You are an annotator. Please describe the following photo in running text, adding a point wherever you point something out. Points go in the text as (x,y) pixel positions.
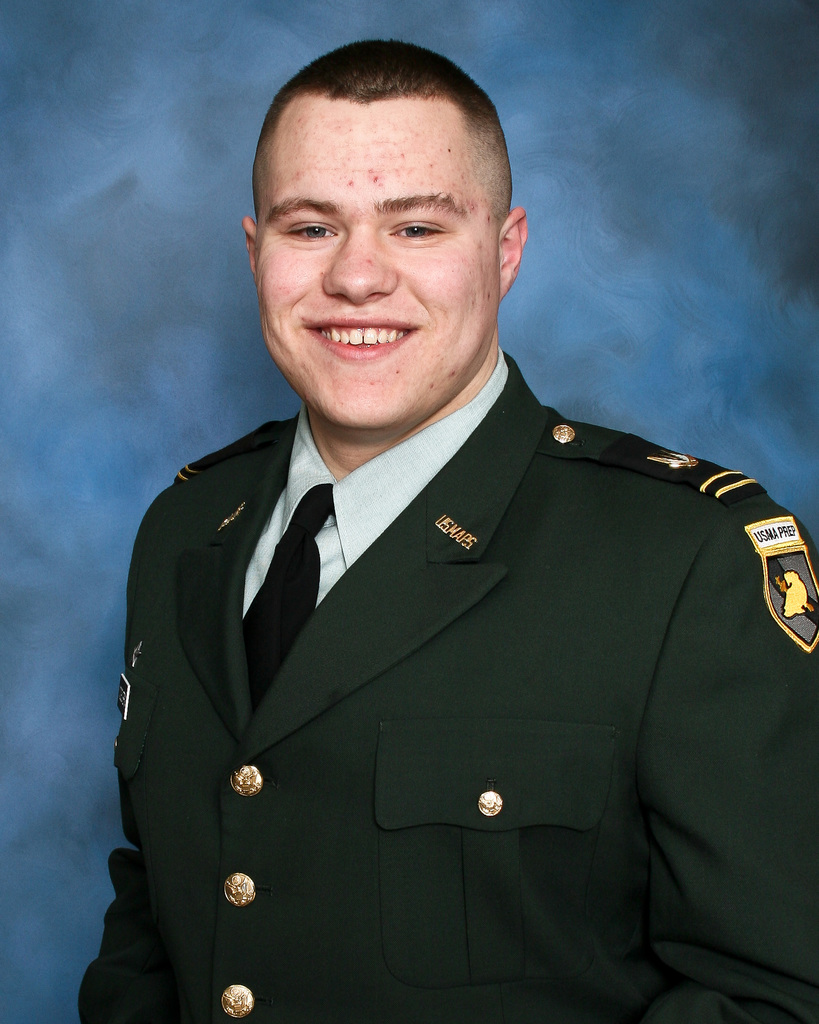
In this image there is an officer (392,594) with a smile on his face (305,250).
